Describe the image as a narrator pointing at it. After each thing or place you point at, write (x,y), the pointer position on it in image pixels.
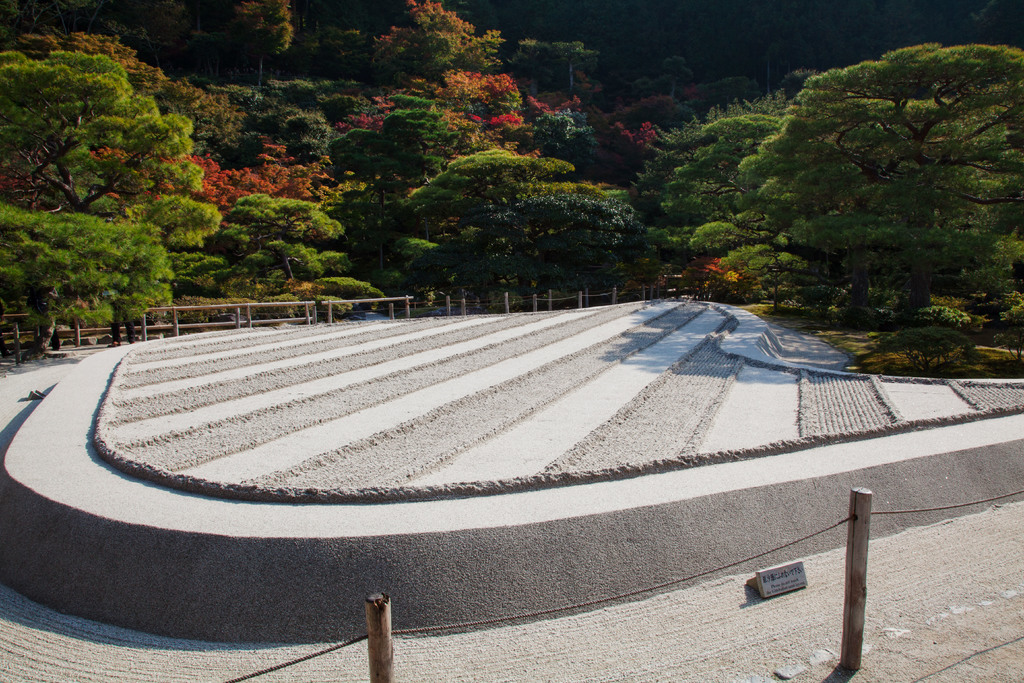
In this image there is a floor (420,486) at bottom of this image (710,469) and there are some trees (327,254) in the background (615,139).
